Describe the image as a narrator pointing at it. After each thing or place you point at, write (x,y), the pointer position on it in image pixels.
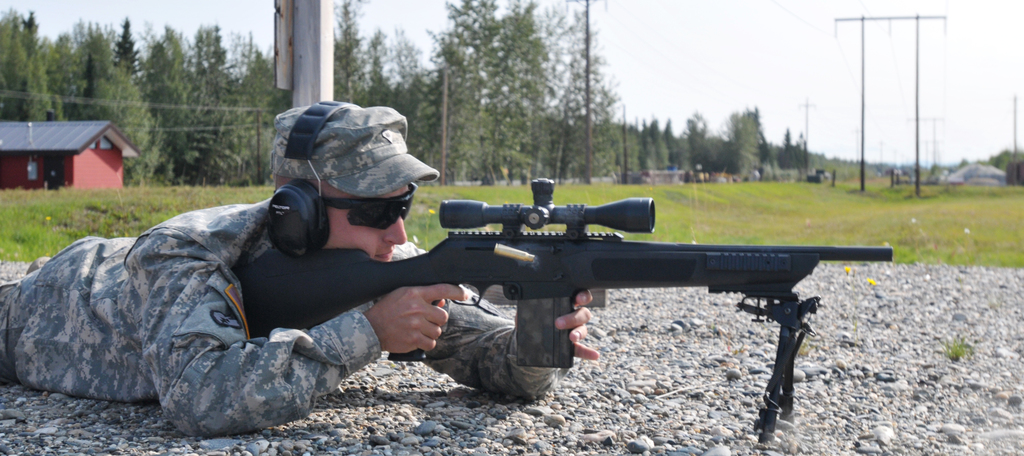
In this image there is a person (193,326) lying on the ground (436,379), holding a gun (546,258) in his hands (426,339) and looking to the right side of the image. In the background (146,157) there is a house (93,156), utility poles (918,156), trees (545,115) and sky (833,110).
